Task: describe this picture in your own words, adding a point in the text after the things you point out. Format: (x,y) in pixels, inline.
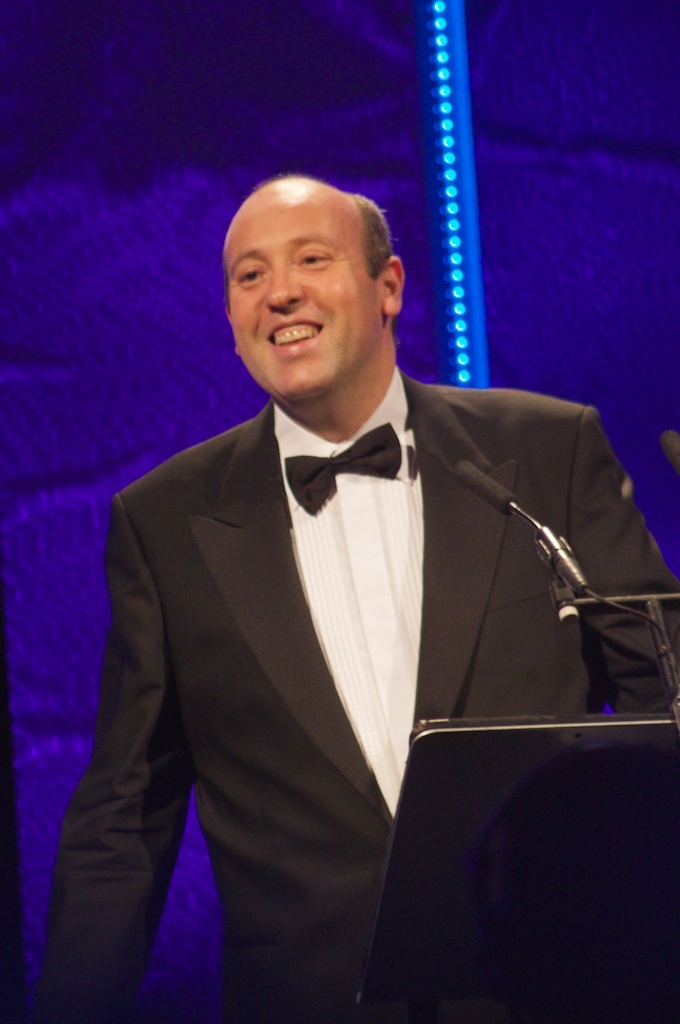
In this image, we can see a person (369,648) on the blue background (194,178). There is a mic (541,547) on the right side of the image (541,529). There are lights (458,228) in the top right of the image (466,172).
